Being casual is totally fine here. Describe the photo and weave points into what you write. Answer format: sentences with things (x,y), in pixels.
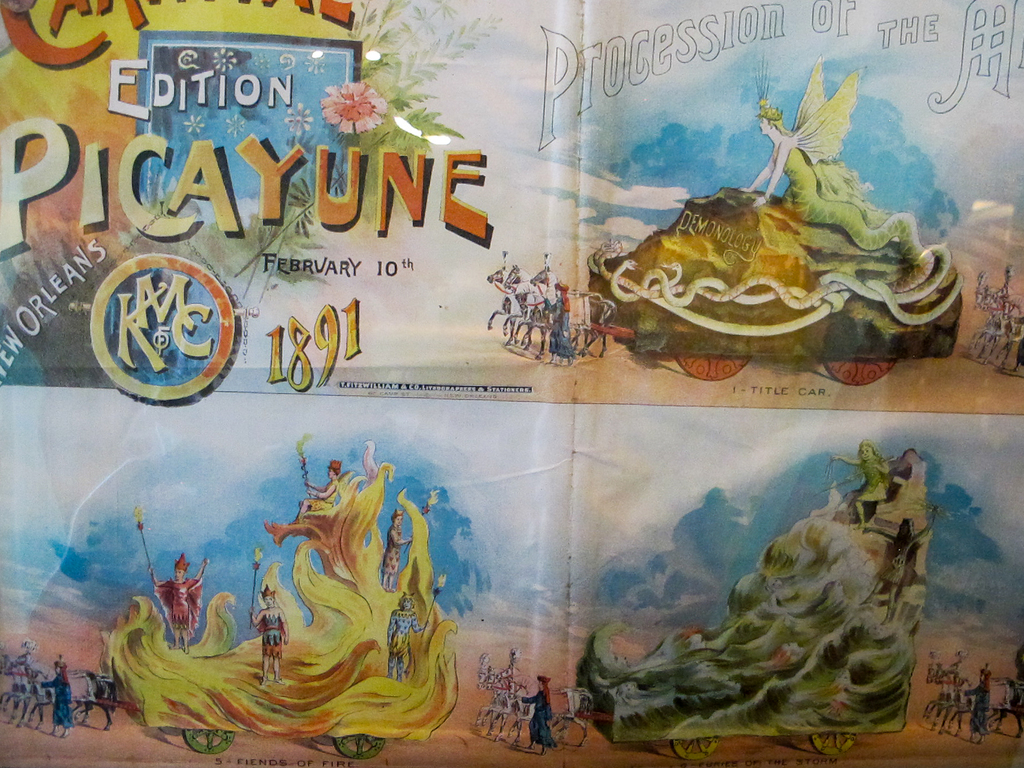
In this image, we can see a poster (841,67) contains depiction of persons (566,298), vehicles (679,276) and some text (355,302).
